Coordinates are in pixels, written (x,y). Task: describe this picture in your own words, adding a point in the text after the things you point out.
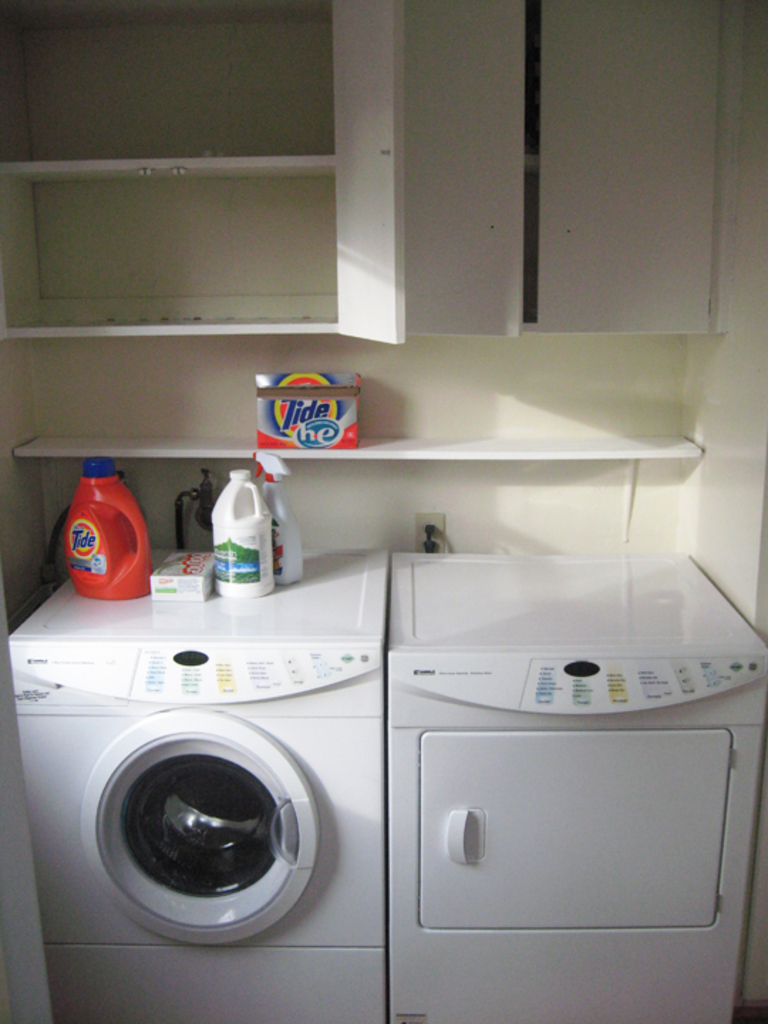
In this image in the center (351,630) there is a washing machine (222,645) which is white in colour and on the top of the washing machine (232,615) there are bottles (232,534) and there are cupboards (437,262).
